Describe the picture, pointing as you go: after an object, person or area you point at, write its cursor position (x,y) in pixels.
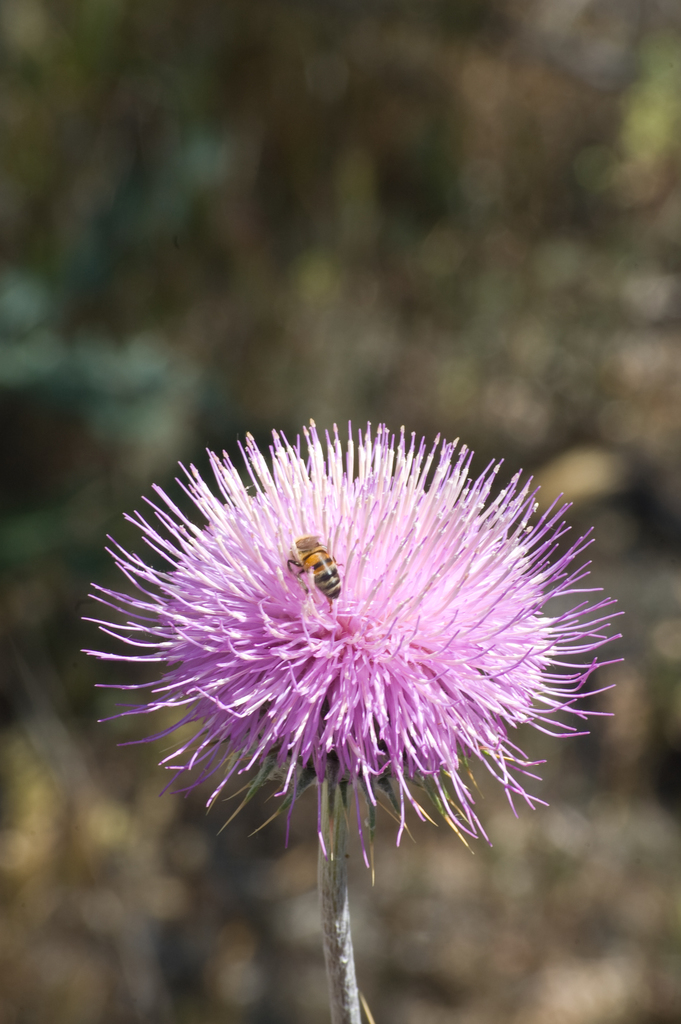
This is the picture of a flower (414,598). In this image there is a pink color flower (376,704) and there is a honey bee (329,589) on the flower (298,635). At the back (415,219) the image is blurry.
